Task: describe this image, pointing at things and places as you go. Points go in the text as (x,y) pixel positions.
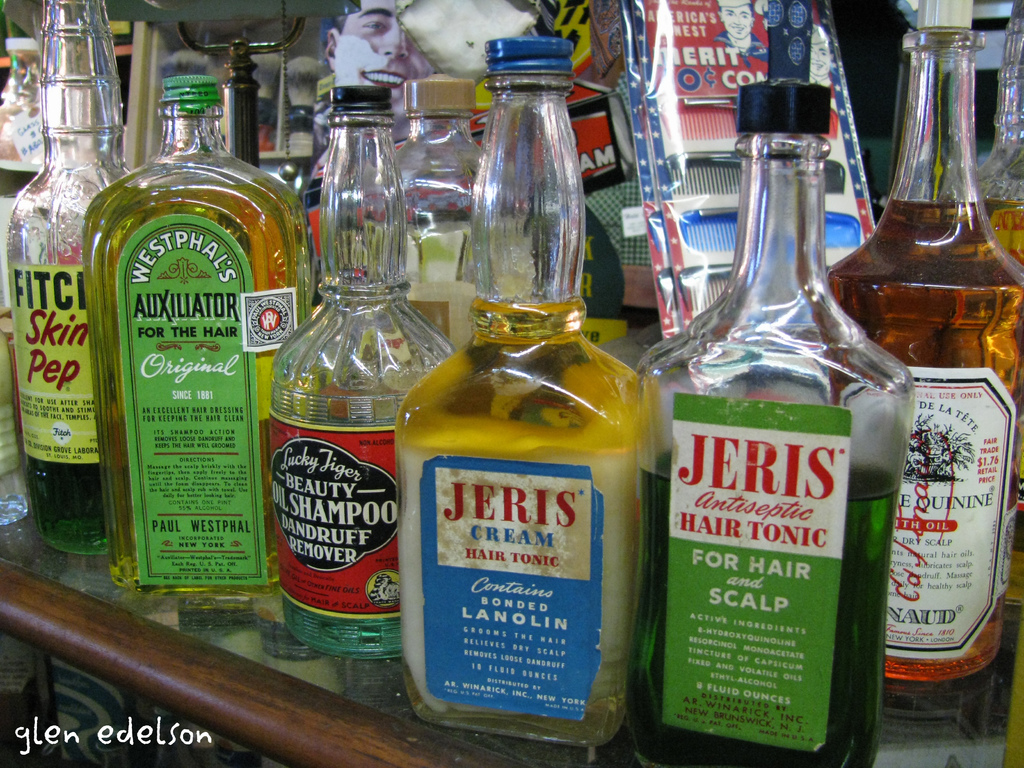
There are different types of bottles (343,390) placed in the shelf (18,525) in this picture.
